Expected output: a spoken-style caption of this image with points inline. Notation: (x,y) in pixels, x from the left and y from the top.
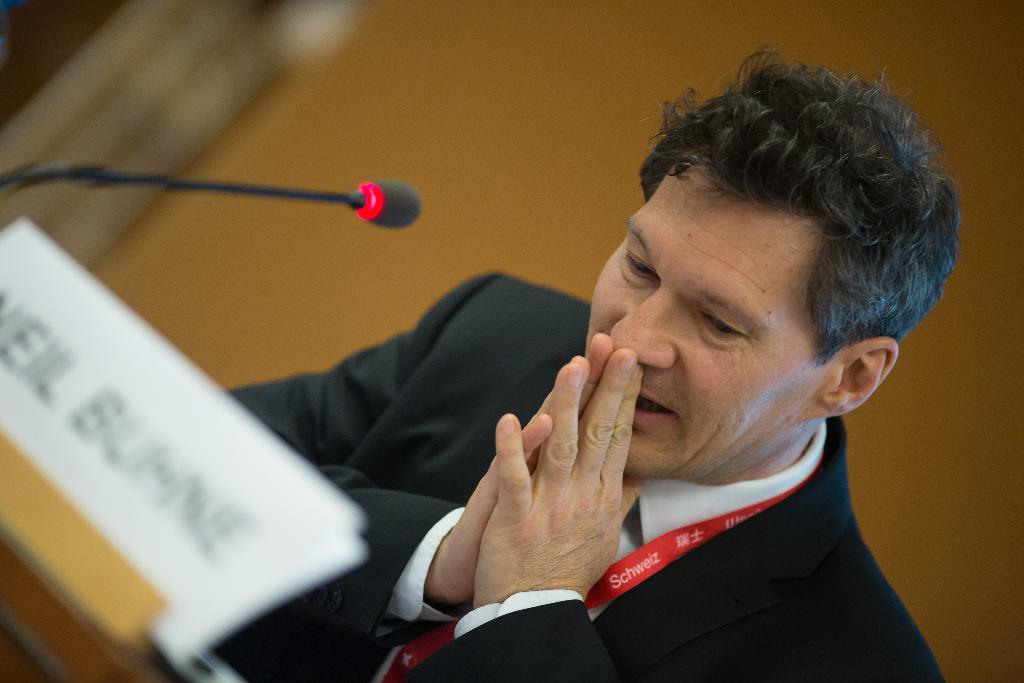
There is a person (876,281) in black color suit (830,609) sitting on a chair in front of a table (138,644). On which, there is a name board (291,499) and a mic (42,173). In the background (308,201), there is a yellow color wall (563,60).
